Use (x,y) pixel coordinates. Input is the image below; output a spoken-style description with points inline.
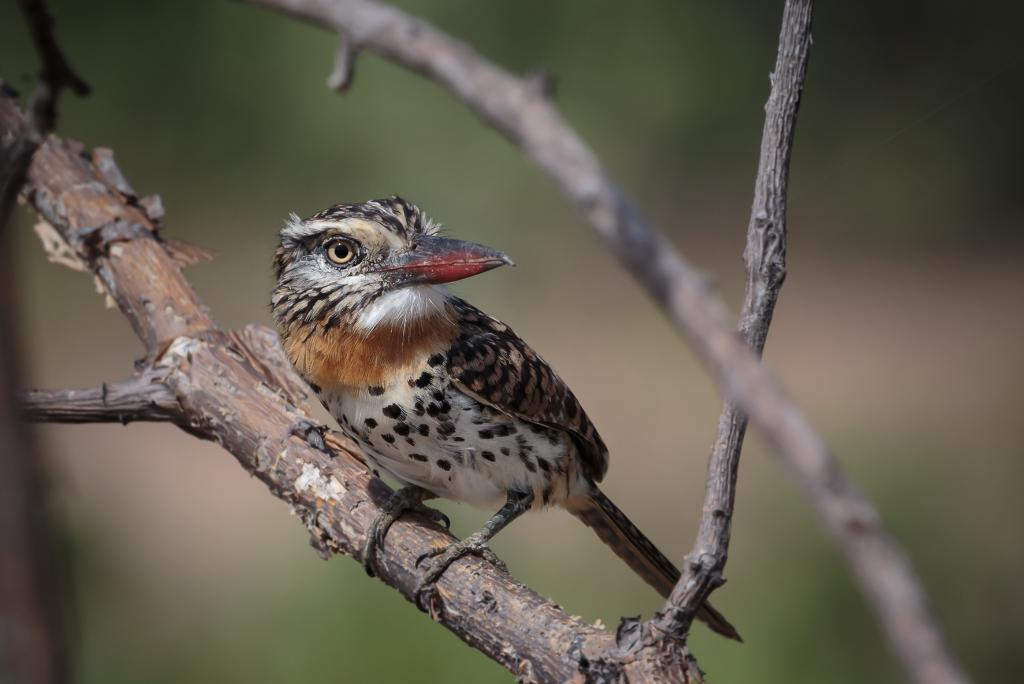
In the image we can see there is a bird (403,419) sitting on the tree trunk (187,392) and background of the image (985,261) is blurred.
